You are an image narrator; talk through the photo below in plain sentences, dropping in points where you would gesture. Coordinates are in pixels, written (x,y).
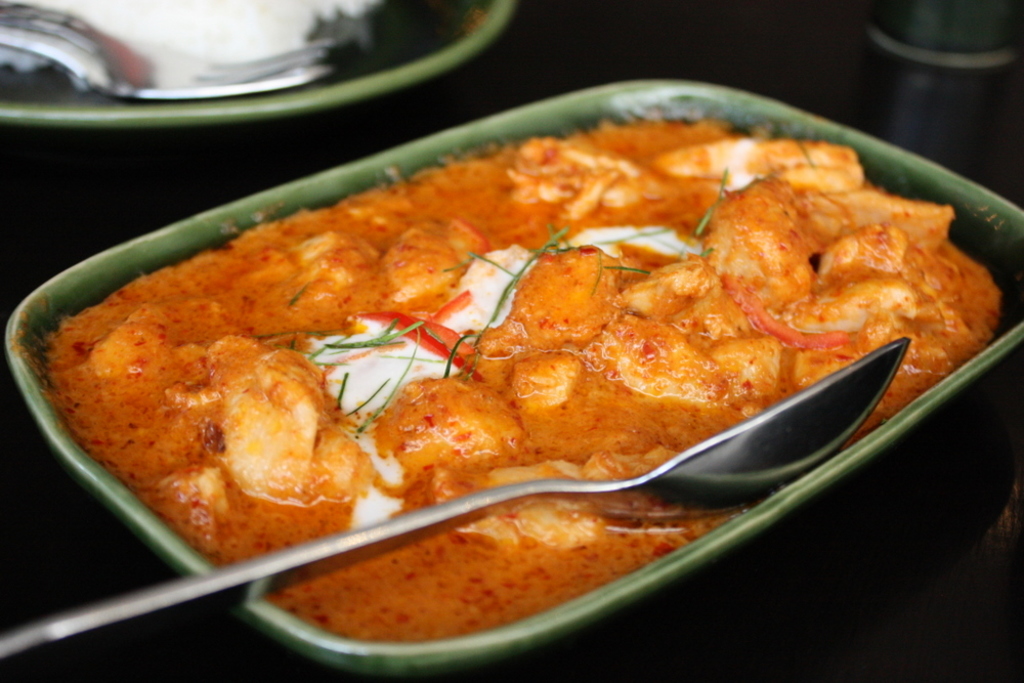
In this picture, we see a green plate (469,654) containing the food (579,334) and a spoon (743,454) is placed on the table (803,614). At the top (229,3), we see the green plate (335,89) containing the food (214,23) and a fork (109,86) is placed on the table (180,139). In the right top (982,29), we see an object (964,42) in green color.
